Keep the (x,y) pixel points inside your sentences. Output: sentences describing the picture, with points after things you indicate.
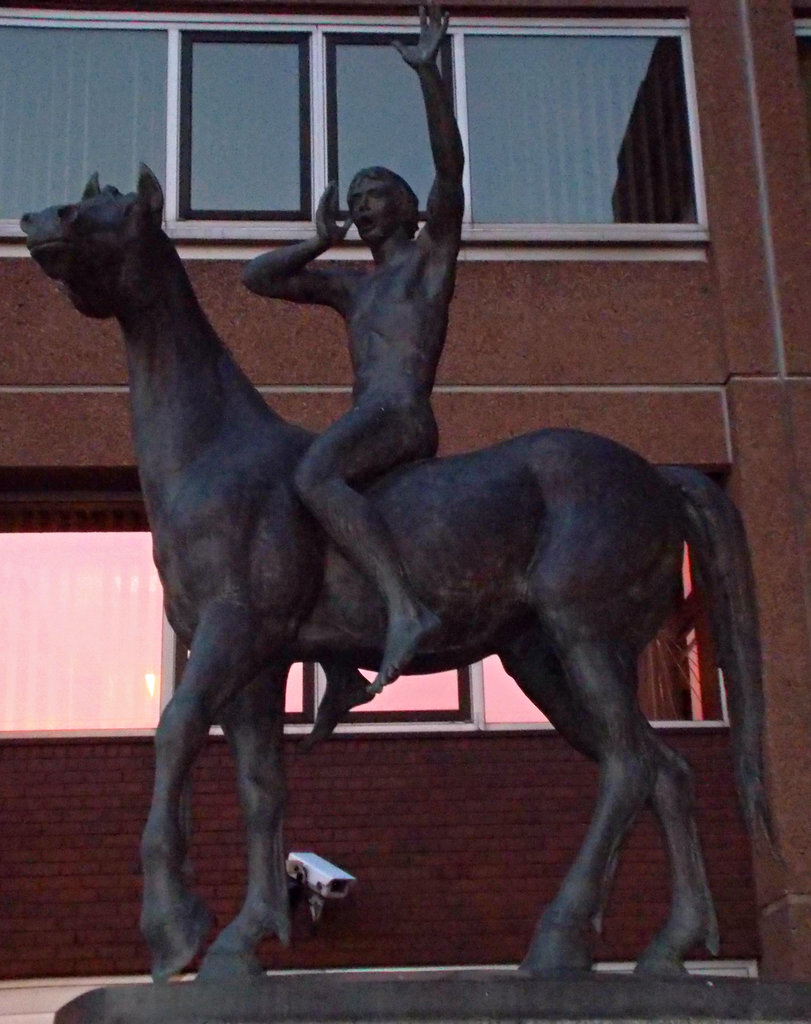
In this picture there is a statue (480,572) of a man (402,391) who is sitting on the horse (425,650) and behind the statue (586,581) there is a building (641,216).
